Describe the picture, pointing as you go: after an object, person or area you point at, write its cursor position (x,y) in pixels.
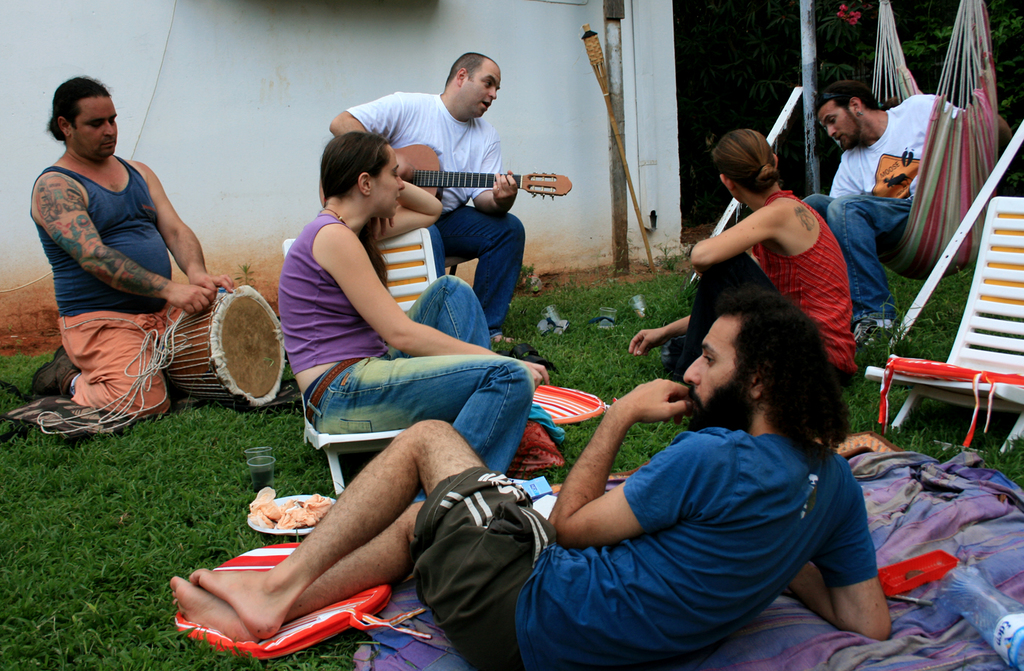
There are 4 men (455,442) and 2 women (502,449) in this picture. In the middle (491,235) this person (471,131) is playing guitar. On the left (195,317) a person (160,313) is repairing a musical instrument (218,358). One women (406,356) in them is sitting on the chair (404,244). In the background (580,71) there is a wall (418,32), pole (616,22) and trees (790,60).
